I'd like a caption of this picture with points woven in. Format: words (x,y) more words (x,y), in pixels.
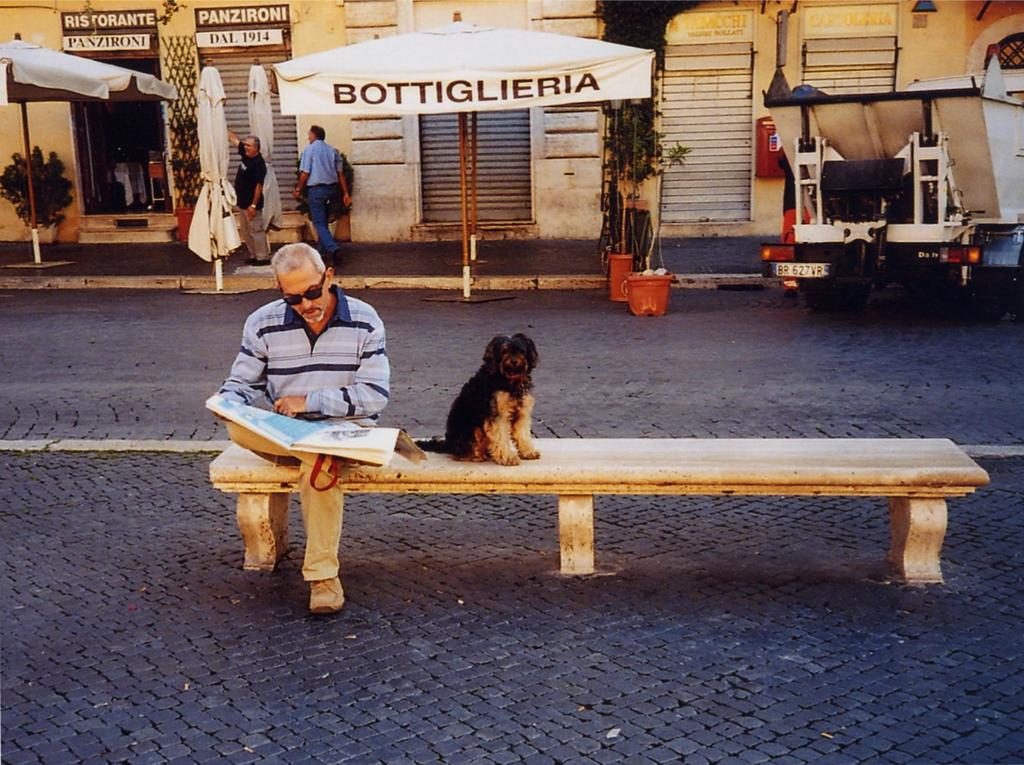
A man (312,393) is sitting on a bench (280,464) and reading newspaper (375,437). There is a dog (489,433) beside him. There are two men (309,176) standing on footpath (243,260) in the background (319,166).
